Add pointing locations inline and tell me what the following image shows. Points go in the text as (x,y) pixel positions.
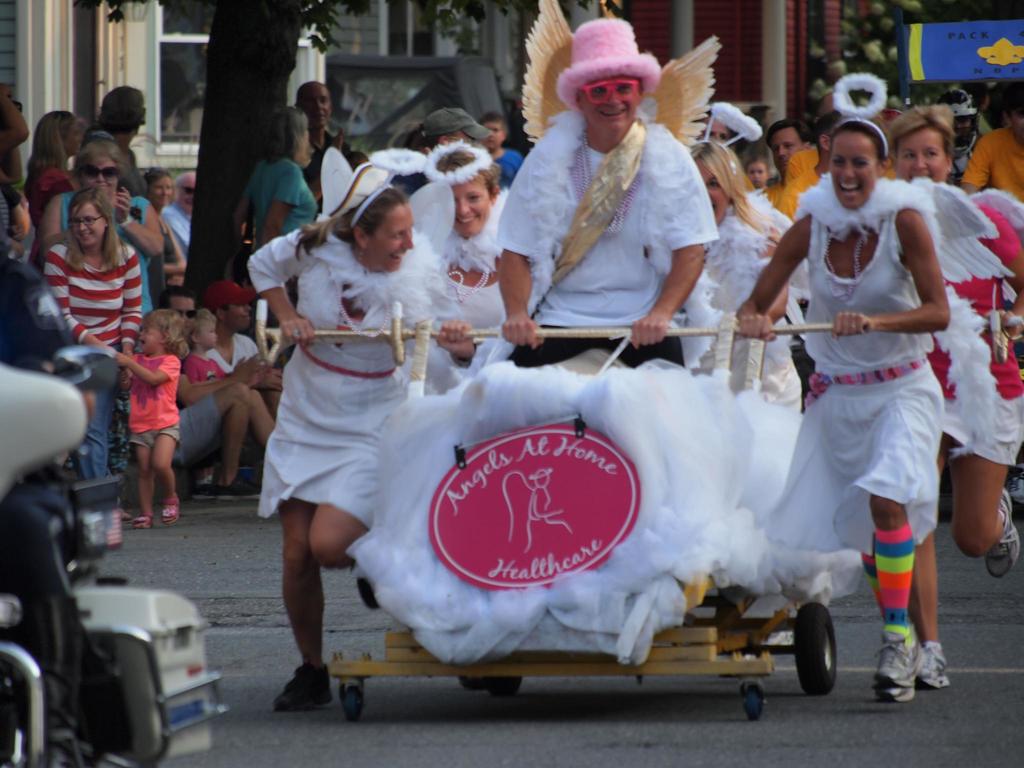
In the foreground of the picture (452,239) there are people (844,228) and a cart (609,523). On the left (0,414) there is a motorbike (11,605). In the background (61,211) there are people (147,286), trees (877,48) and buildings (61,82).
